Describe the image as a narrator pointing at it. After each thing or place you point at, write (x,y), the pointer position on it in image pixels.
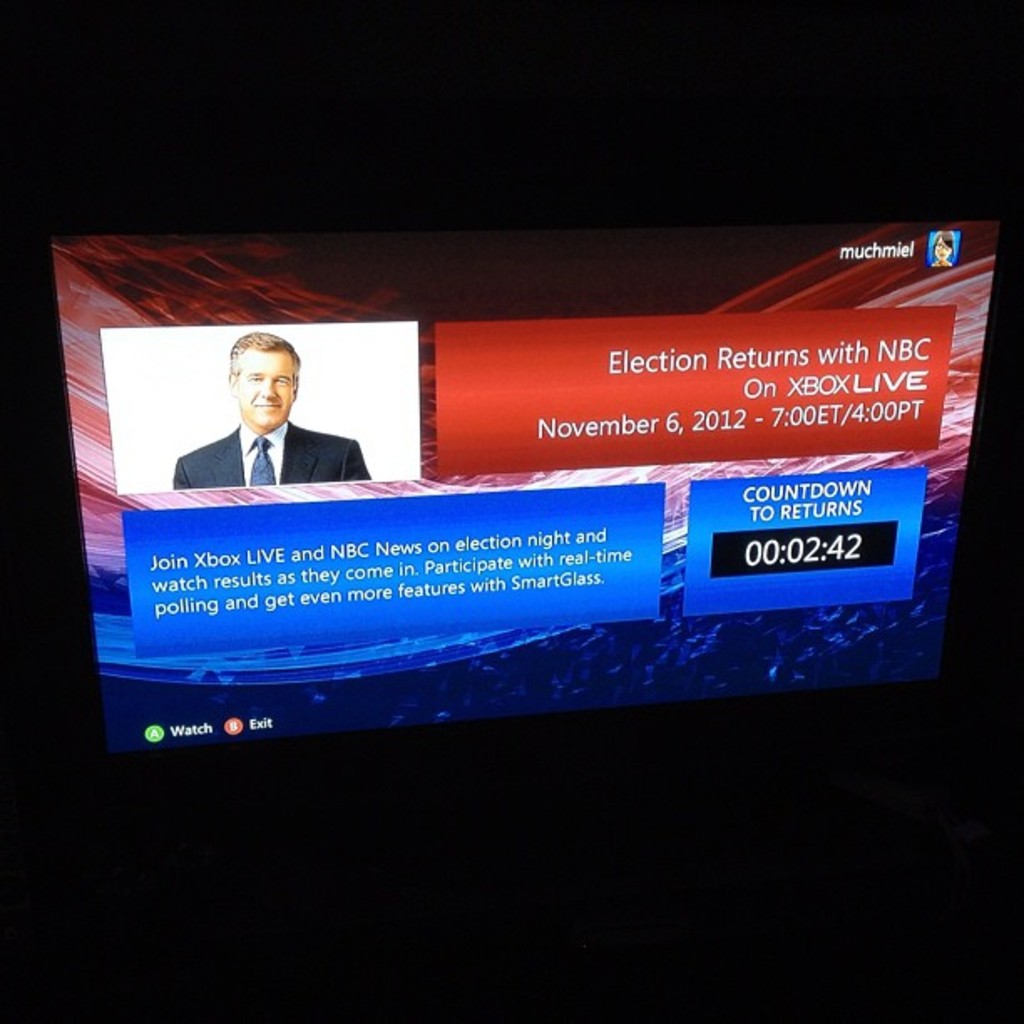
In this image we can see a poster (468,466) with a person's image (293,350), and some texts (793,392), and numbers (793,424) on it, and the background (463,886) is black.
